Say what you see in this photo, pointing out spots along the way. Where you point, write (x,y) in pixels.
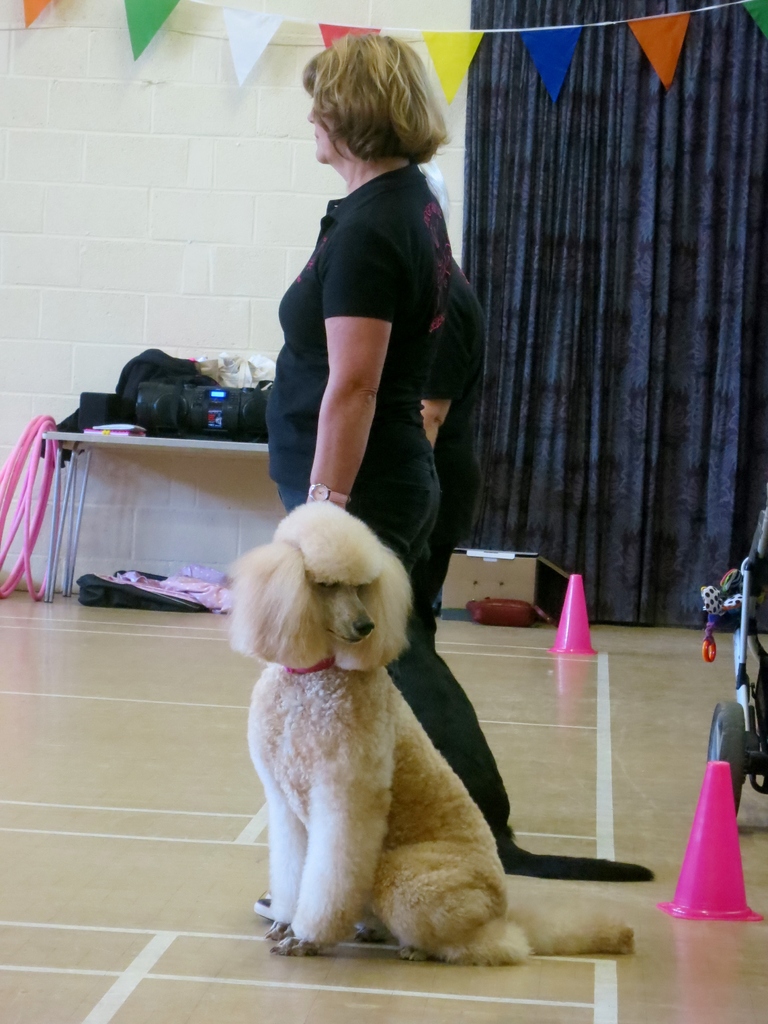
In this image there is a dog (304,726) sitting on the floor (253,900). In the background (363,375) there are people (377,423), table (60,444) and curtain (637,295). We can see things (197,403) placed on the table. On the right (700,913) there are cones (589,638) and there is a stroller (744,664). At the top (135,42) there are flags (671,27).
